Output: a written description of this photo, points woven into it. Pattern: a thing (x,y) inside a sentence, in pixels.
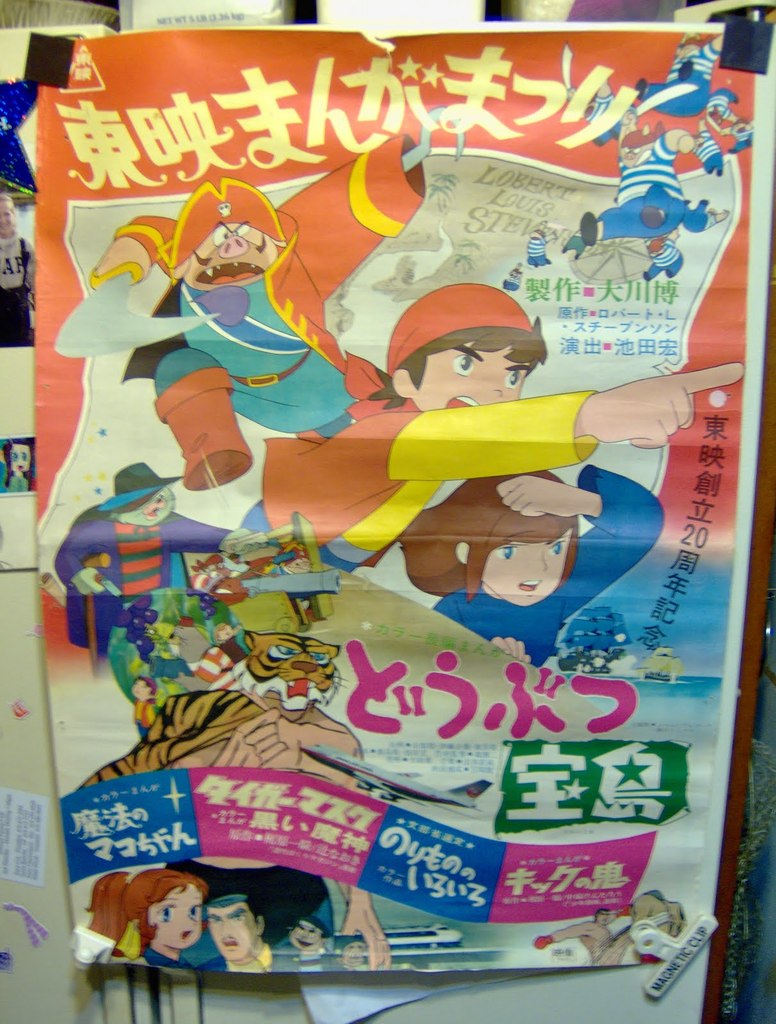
In this image in the center (439,679) there is one poster (259,657), and on the poster (420,685) there are some persons (435,388), tiger (266,670) and some text (241,817). In the background (58,961) there is fridge (226,992), and on the fridge (3,426) also there are some photo frames (30,209) and some posters (21,846).
